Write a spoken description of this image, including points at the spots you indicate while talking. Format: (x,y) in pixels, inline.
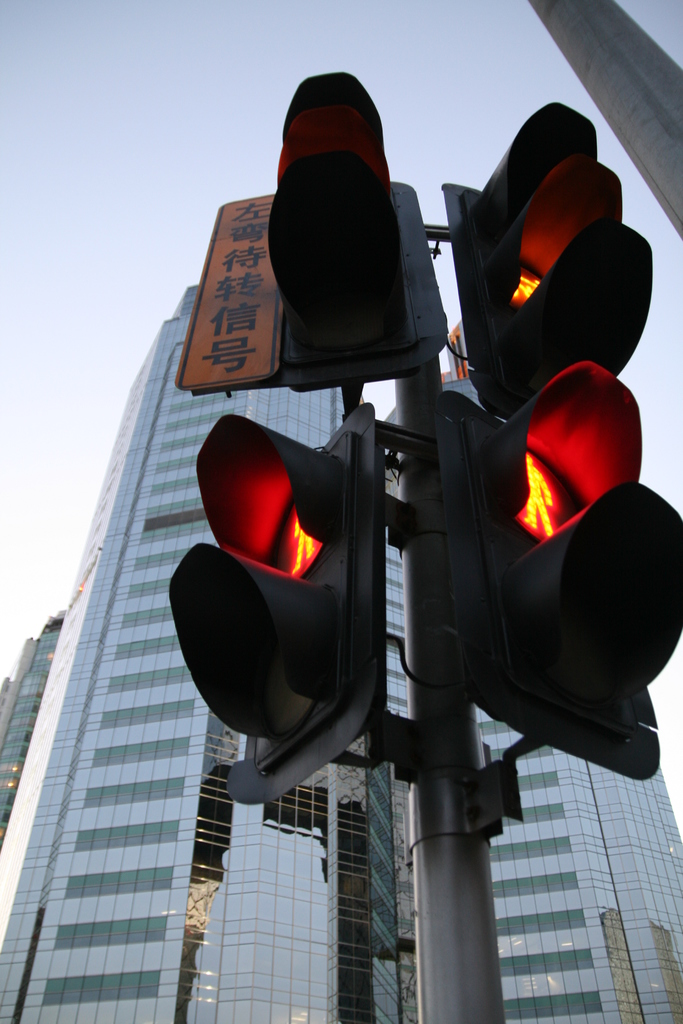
In this picture we can see traffic signals (526,669), poles (618,6), buildings (226,413), board (201,330) and in the background (69,327) we can see the sky (174,143).
